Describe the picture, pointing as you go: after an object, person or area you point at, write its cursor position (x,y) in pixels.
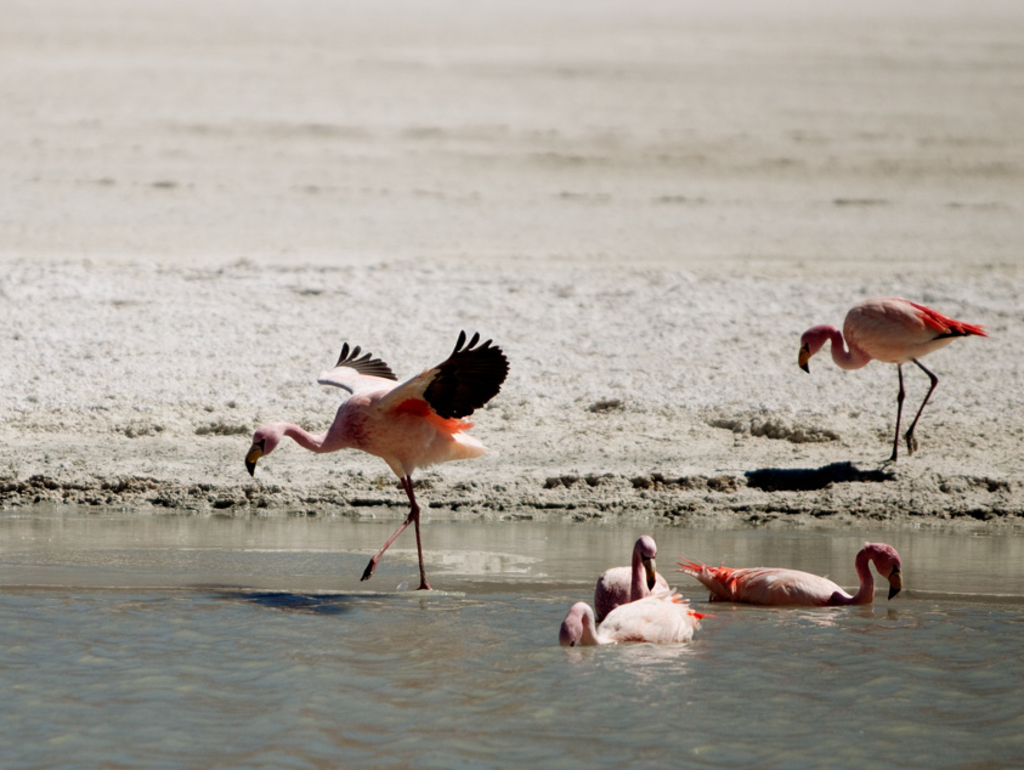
In this image few birds (395,409) are in water (733,614). Right side (869,314) there is a bird (925,316) standing on the land (689,397).
